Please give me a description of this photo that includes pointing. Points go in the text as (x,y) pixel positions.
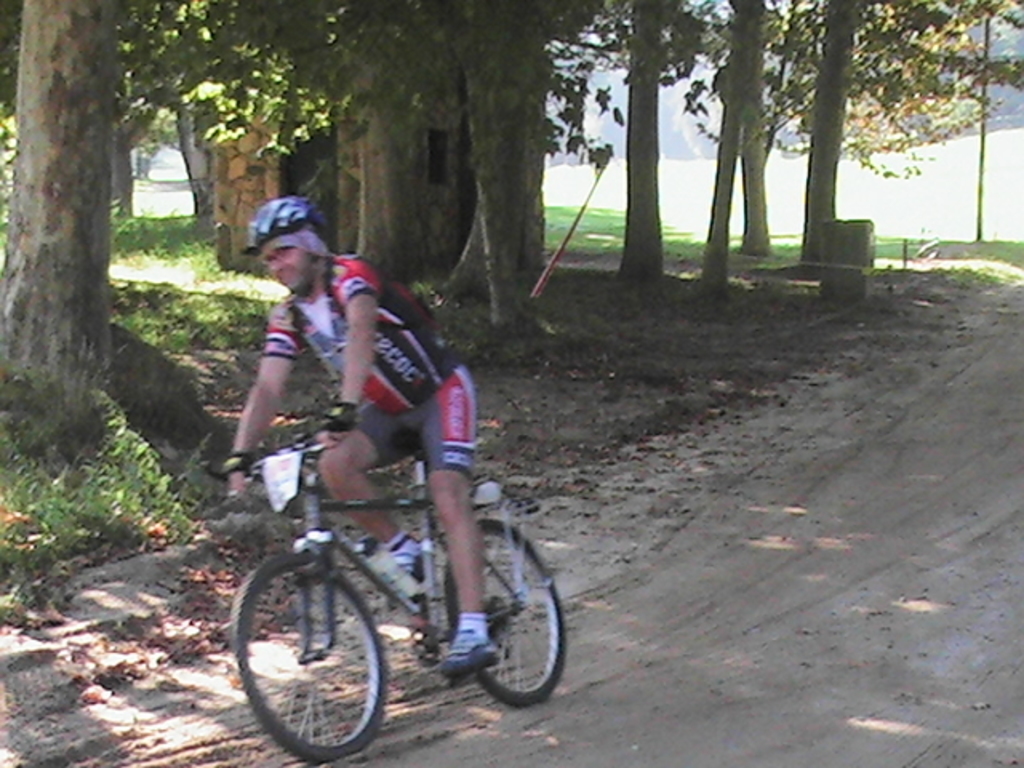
In this picture I can see a person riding a bicycle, this is looking like a small house (351,173), there is grass (204,247), there are plants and trees (482,267).
